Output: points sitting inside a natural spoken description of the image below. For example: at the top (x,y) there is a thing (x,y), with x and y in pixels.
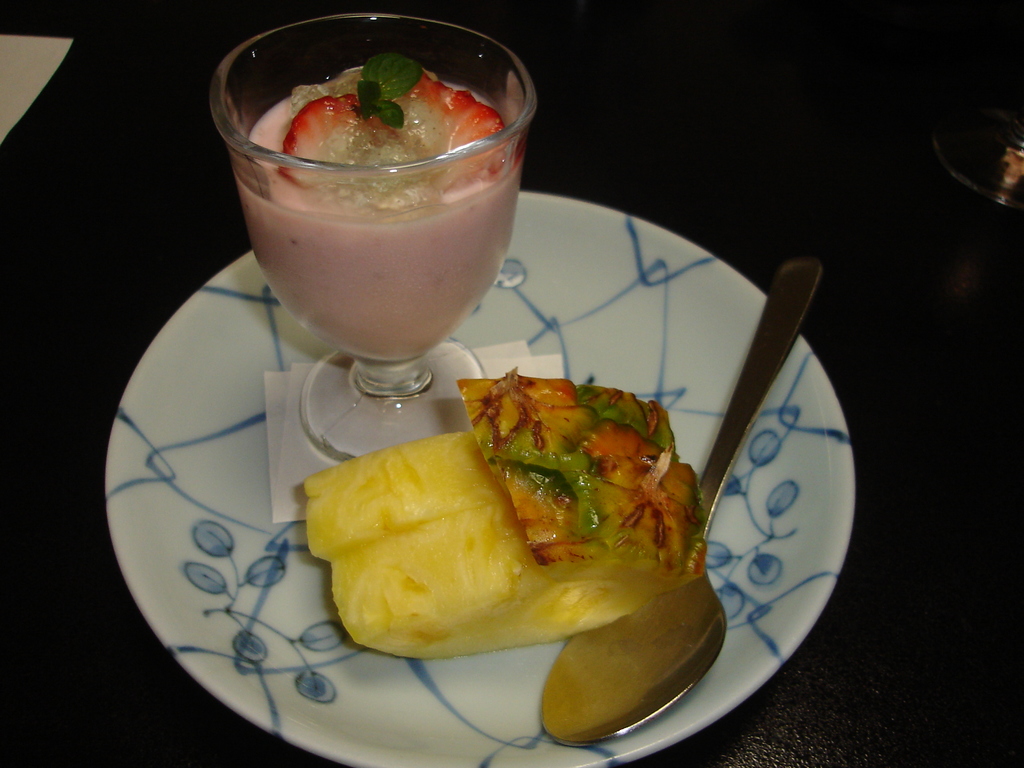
There are few eatables (545,533), shake (374,272) and a spoon (731,428) placed on a white plate (629,374).
